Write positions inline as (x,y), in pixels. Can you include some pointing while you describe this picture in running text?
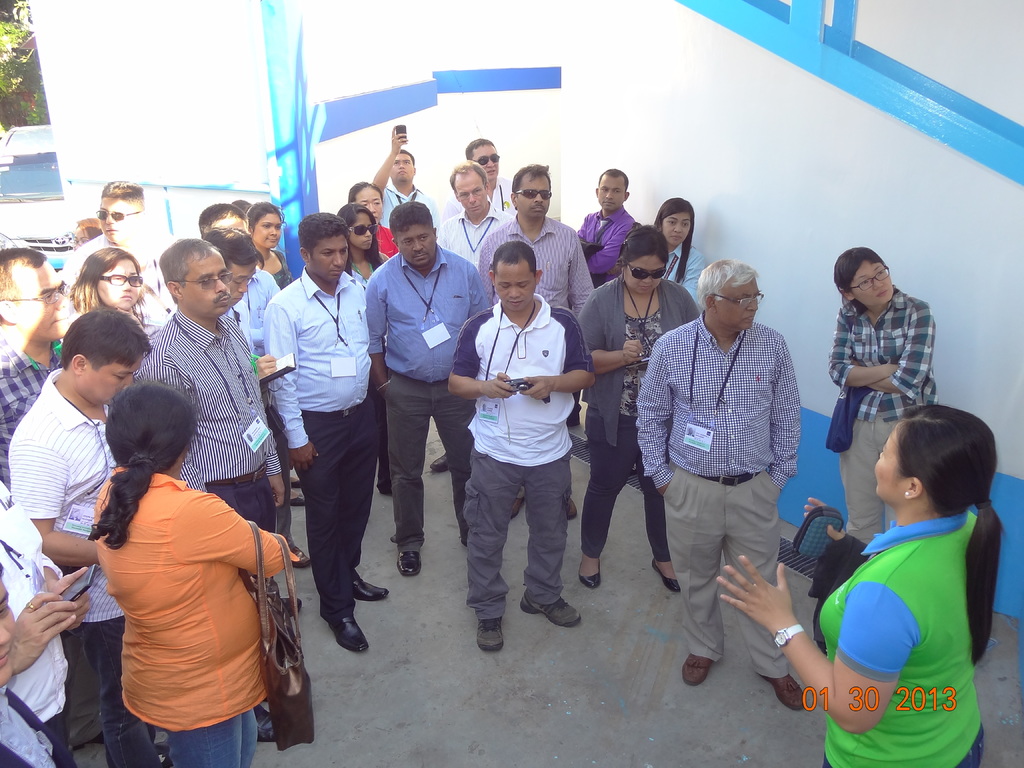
In this image we can see few people (837,634) standing on the ground (643,664), some of them are holding few objects (271,616) and there is a car (71,199), trees (17,90) and wall (513,111) in the background (555,125).
